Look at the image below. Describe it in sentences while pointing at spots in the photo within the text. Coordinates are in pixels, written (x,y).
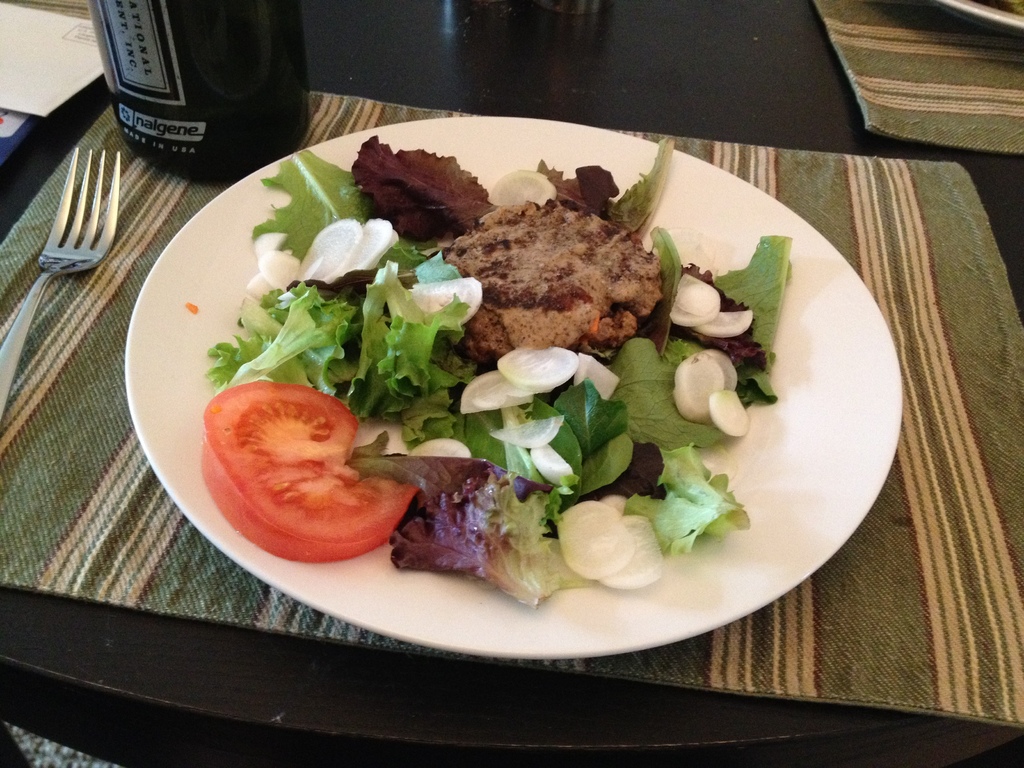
In this picture we can see food (445,356) in the plate (227,232), beside the plate (336,317) we can find a fork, bottle (222,109) and other things (133,263) on the table (389,85).
